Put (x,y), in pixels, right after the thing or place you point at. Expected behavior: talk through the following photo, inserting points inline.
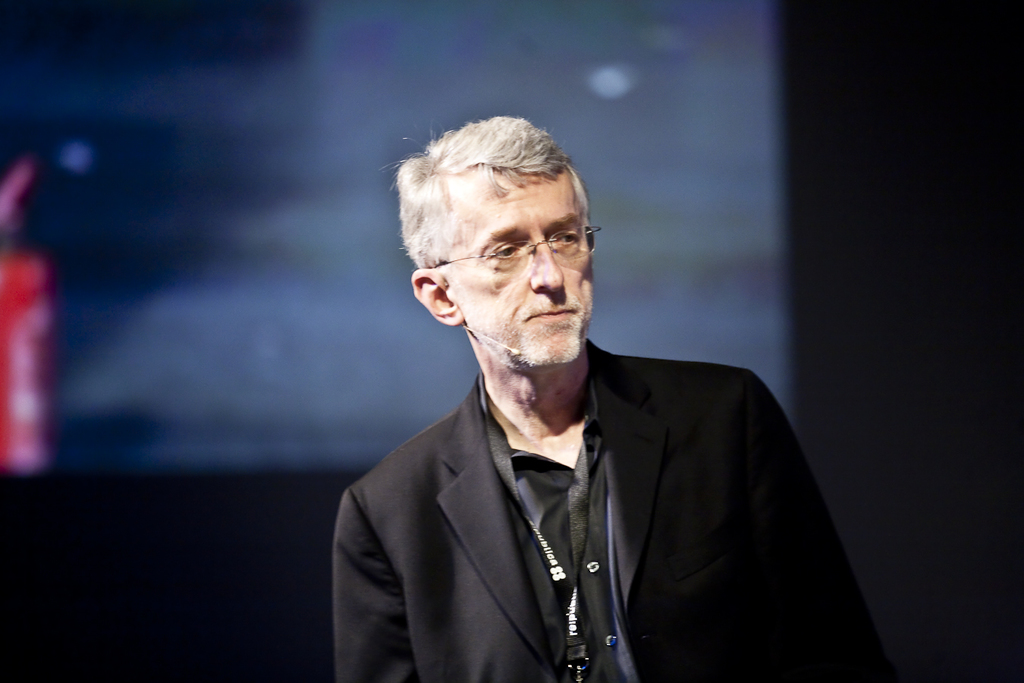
In this image, I can see a person (545,567) with spectacles (516,262) and clothes (503,578). There is a blurred background (154,218).
